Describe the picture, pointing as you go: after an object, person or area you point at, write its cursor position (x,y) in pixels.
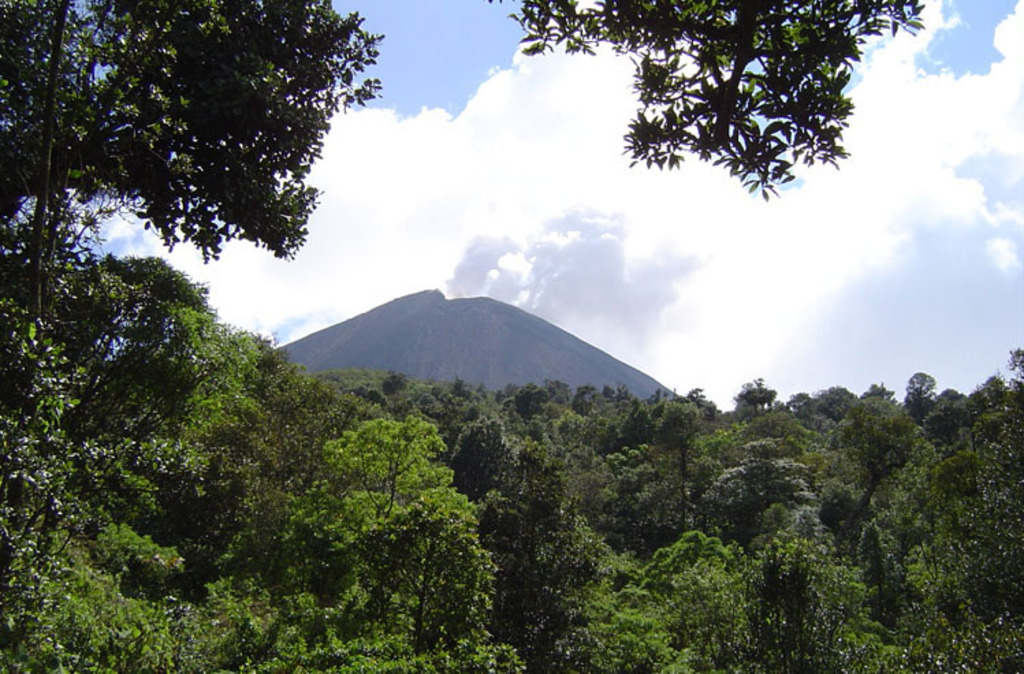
In this image, I can see the trees (443,488) and a hill (410,332). In the background (943,151), there is the sky (656,220).
